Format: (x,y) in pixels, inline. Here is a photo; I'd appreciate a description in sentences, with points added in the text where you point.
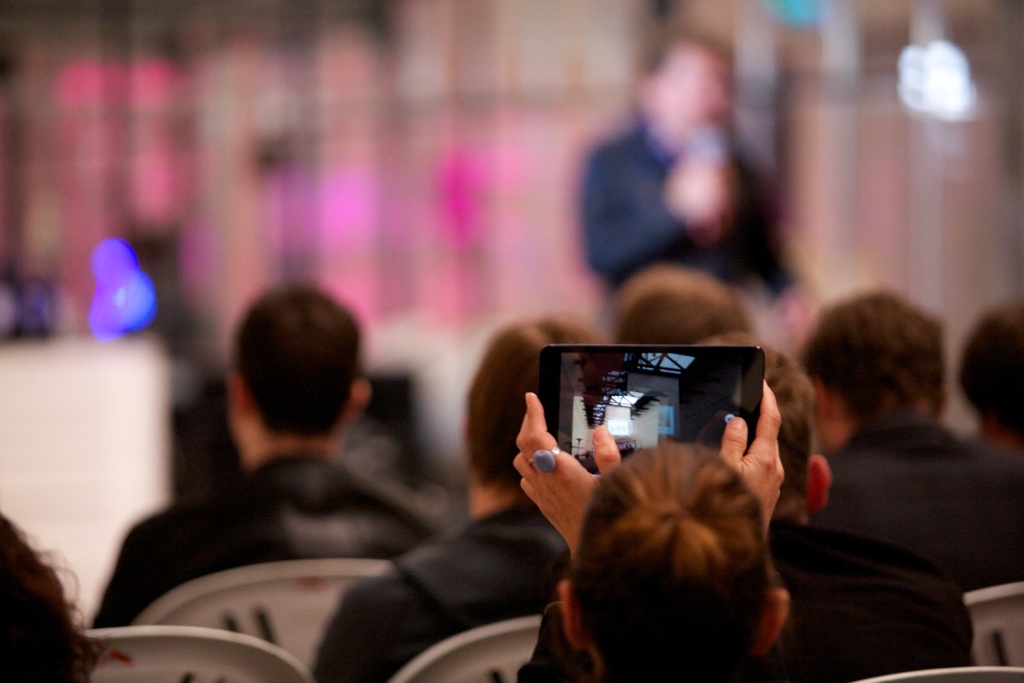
In this image there are people (560,591) sitting on chairs (473,675), in front of them a man (729,251) standing and holding mic (706,152) in his hand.
